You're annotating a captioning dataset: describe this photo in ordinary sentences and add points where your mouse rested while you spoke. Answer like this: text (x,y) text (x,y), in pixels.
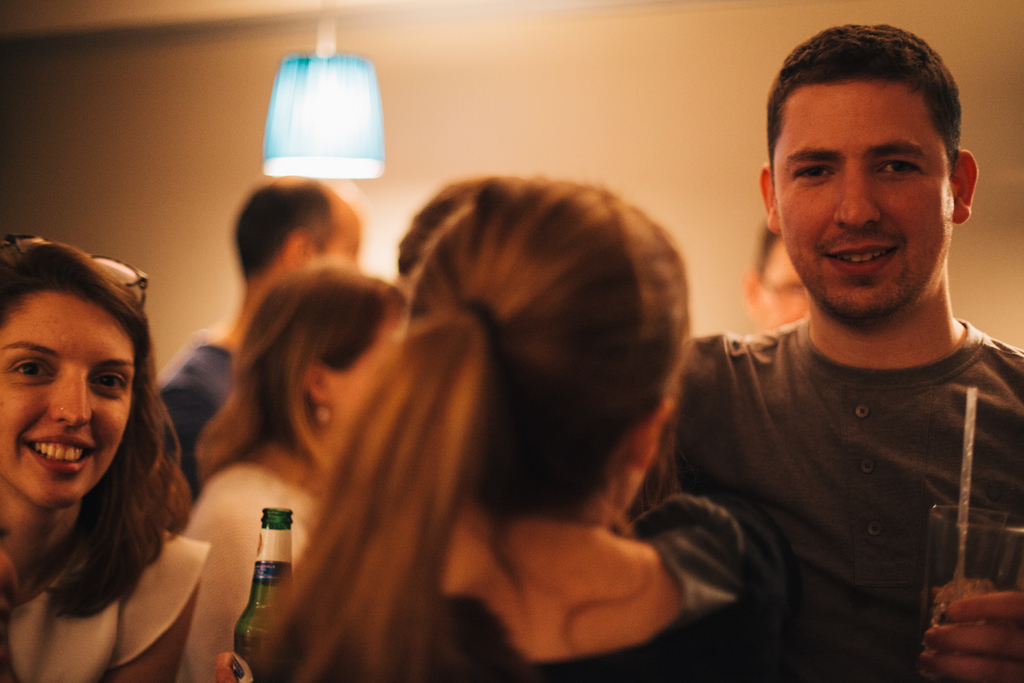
As we can see in the image there is a wall (501,86), lamp (302,74), few people (309,189) here and there and there is a bottle (263,622) over here.
